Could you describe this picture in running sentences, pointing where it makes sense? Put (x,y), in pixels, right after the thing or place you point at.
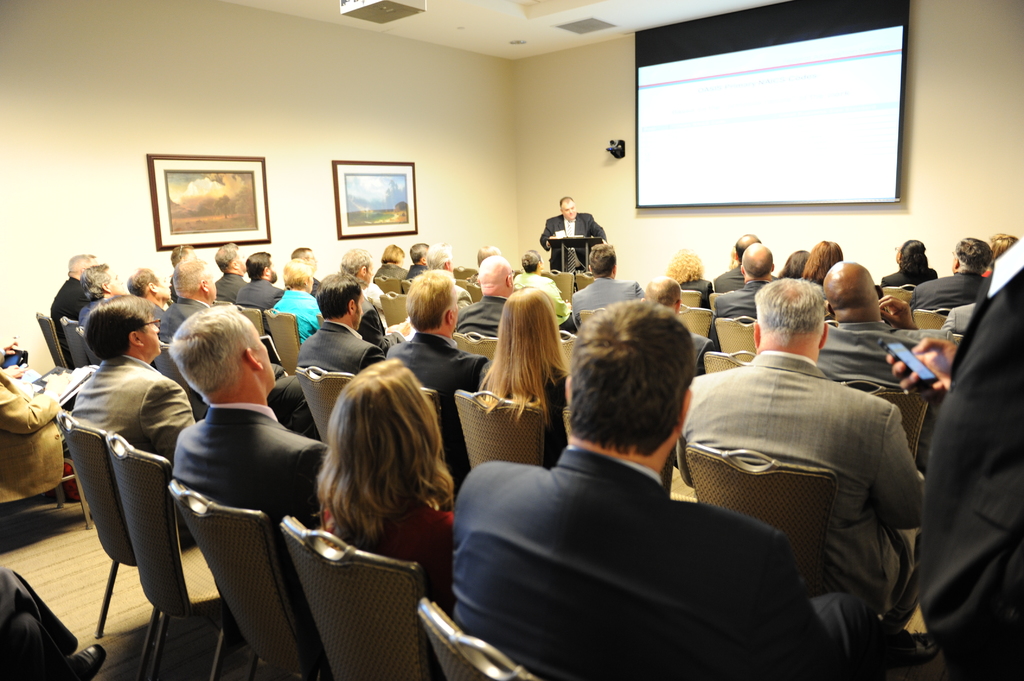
A group of people (396,466) are sitting on the chairs (516,272) in the middle (547,247) a man (565,225) is standing and speaking, on the right side (765,65) there is a projector screen (796,152).
